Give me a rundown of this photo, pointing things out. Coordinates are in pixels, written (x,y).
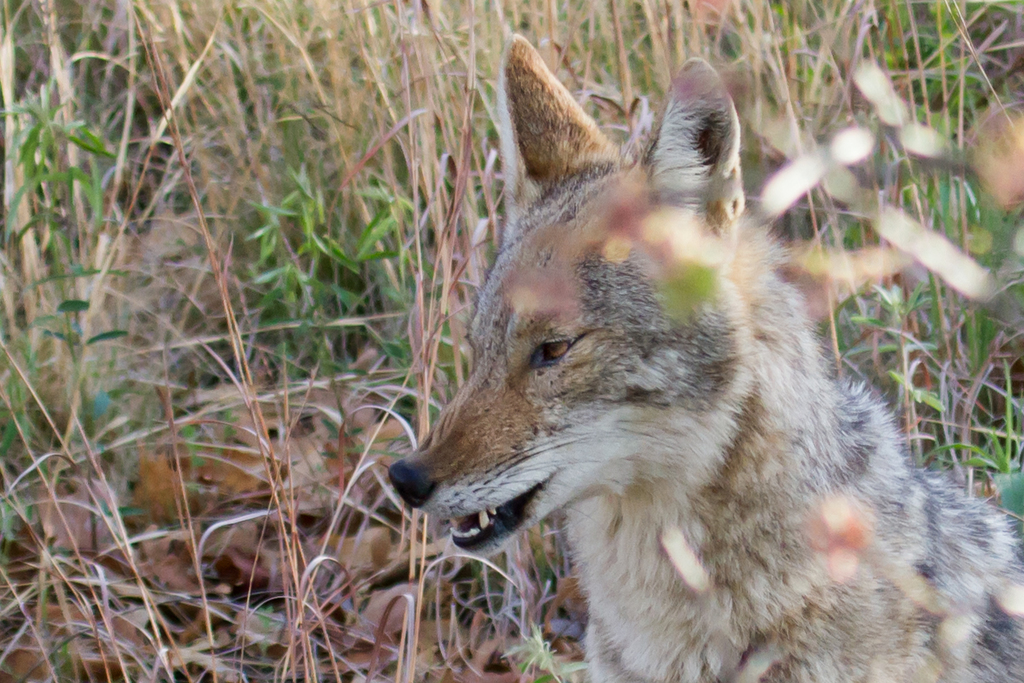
In this image there is a animal (455,399) at the foreground (490,304). At the background of the image (776,68) there is grass (156,229).
